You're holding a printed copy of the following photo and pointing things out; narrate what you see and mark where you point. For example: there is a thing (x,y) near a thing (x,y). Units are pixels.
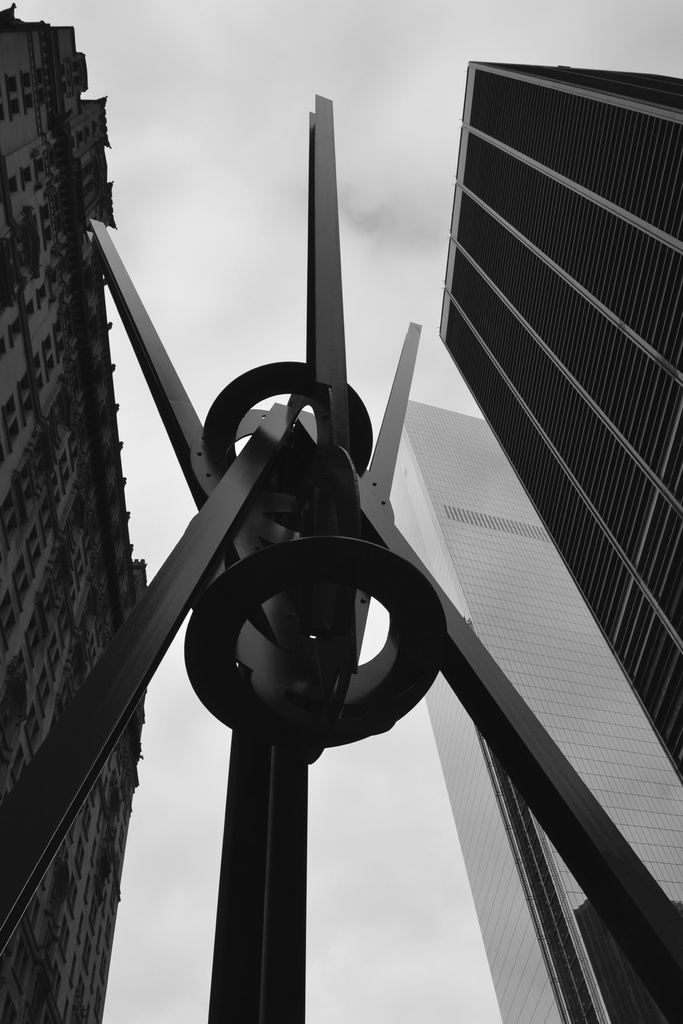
In this image I can see the black and white picture in which I can see a black colored metal structure (290,601) and few buildings (627,489). In the background (184,261) I can see the sky (360,208).
